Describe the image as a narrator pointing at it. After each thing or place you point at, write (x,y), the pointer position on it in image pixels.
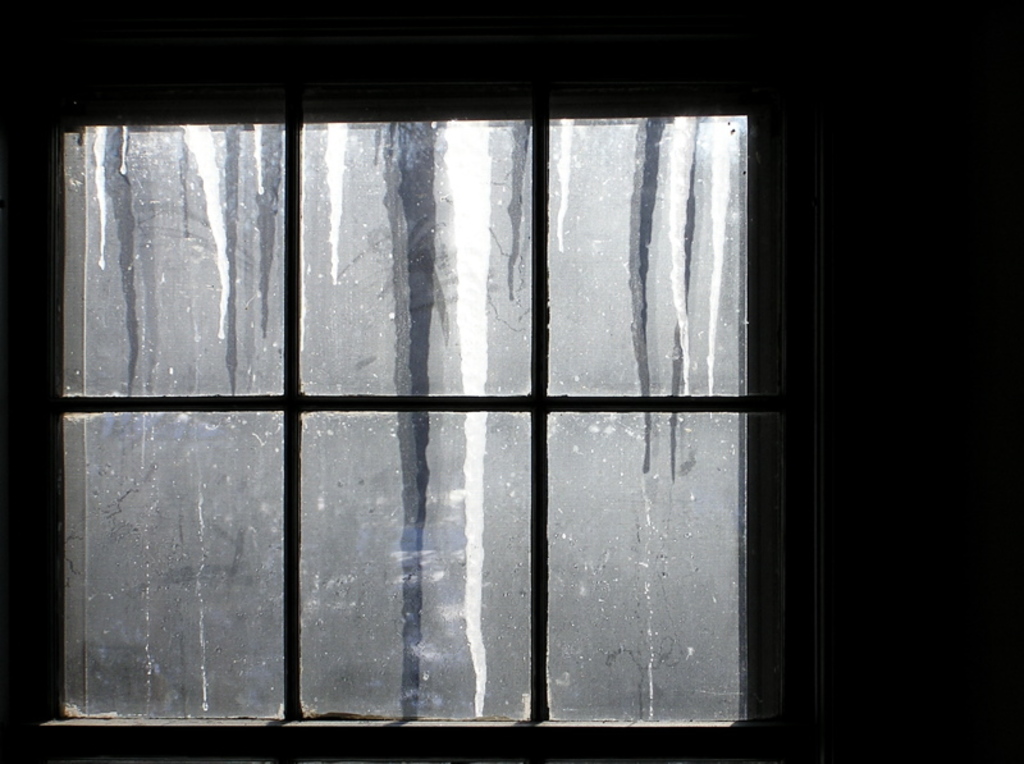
In this image we can see an object (490,674) which looks like a window (561,288) and we can see the grill (274,395).
